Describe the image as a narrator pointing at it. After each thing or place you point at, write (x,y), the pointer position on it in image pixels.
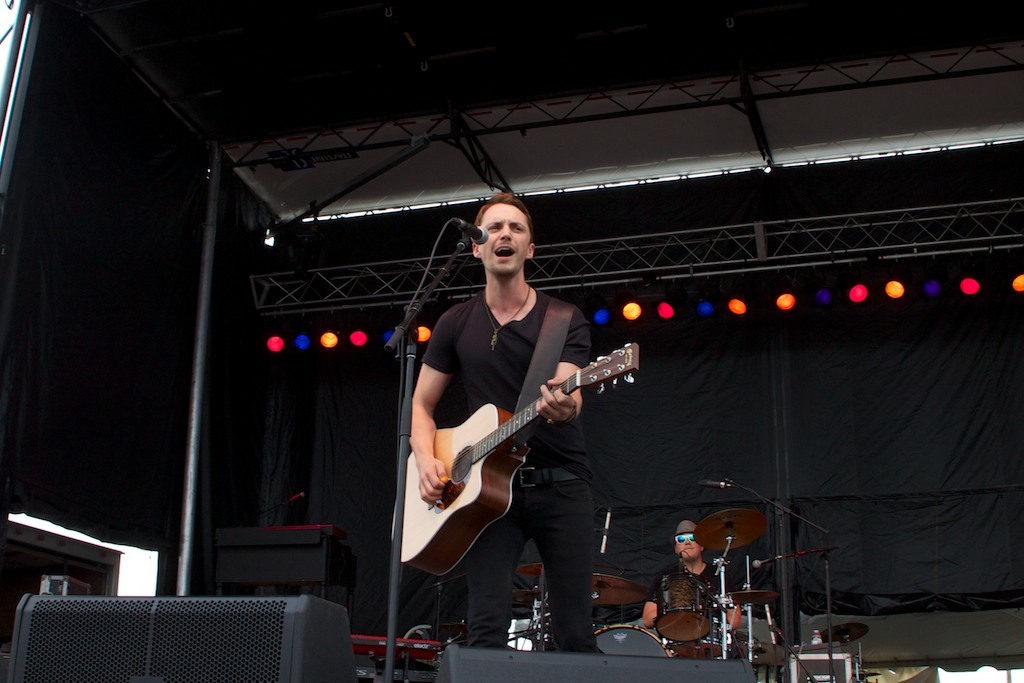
The picture is taken on the stage (771,242) where in the middle (509,392) the person (522,473) is wearing a black dress (545,472) and playing a guitar (502,455) and singing in front of the microphone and in front of him there are speakers (561,666) and behind him there is one person (716,589) sitting and playing the drums (697,589) and he is wearing hat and glasses (682,538) and behind them there is a big black curtain (876,386) and some lights (276,339) on the stage (309,283) upon them.
